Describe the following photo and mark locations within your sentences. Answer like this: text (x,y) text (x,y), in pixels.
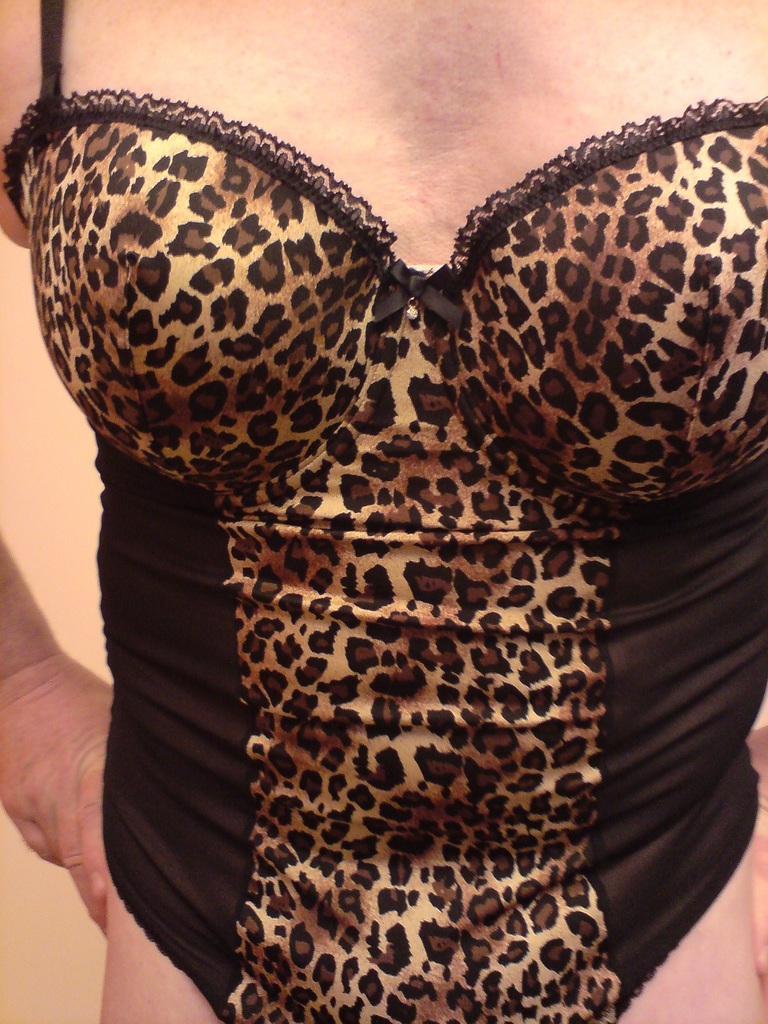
As we can see in the image there is a person (361,501) wearing leopard print and black color lingerie (378,678).
